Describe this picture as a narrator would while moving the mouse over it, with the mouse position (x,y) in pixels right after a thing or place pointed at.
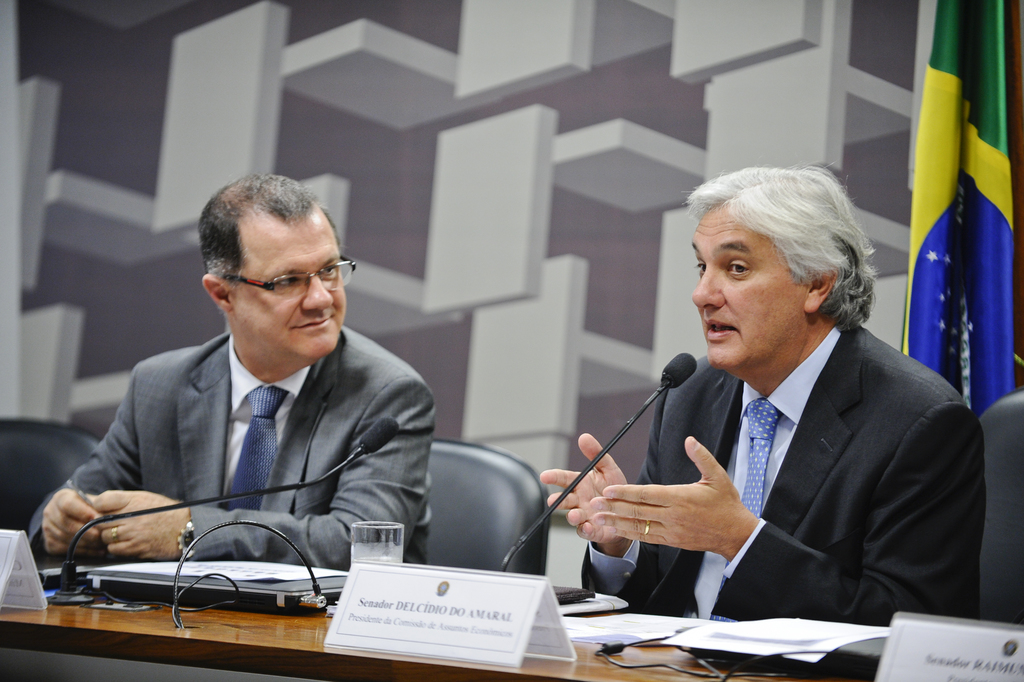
In this image I can see two men (65,519) are sitting on chairs (500,517). I can see both of them are wearing formal dress (917,535) and I can see he is wearing specs (350,274). I can also see few boards (343,636), few white colour papers (687,632), few mics (345,458), a glass (395,530) and in the background (949,166) I can see a flag (974,297).
